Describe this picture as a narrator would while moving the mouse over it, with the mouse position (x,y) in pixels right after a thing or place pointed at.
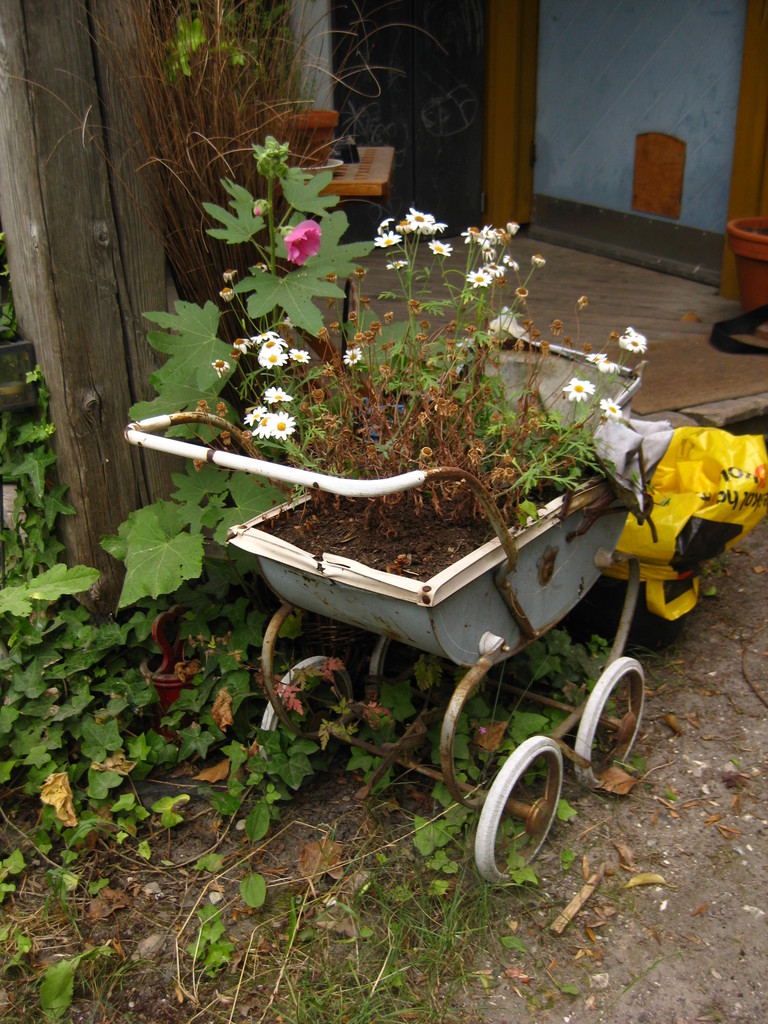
In the center of the image (336,480) we can see a trolley (537,551), mud (430,577), flowers (352,356), plants (23,701), plastic cover (665,527), flower pot (744,266), table (336,181) are there. At the top of the image (522,122) we can see a door (550,121), wall (657,110) are present. At the bottom of the image (465,920) we can see a grass (409,895), dry leaves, ground (662,895) are present. In the middle of the image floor (601,334) is there.
